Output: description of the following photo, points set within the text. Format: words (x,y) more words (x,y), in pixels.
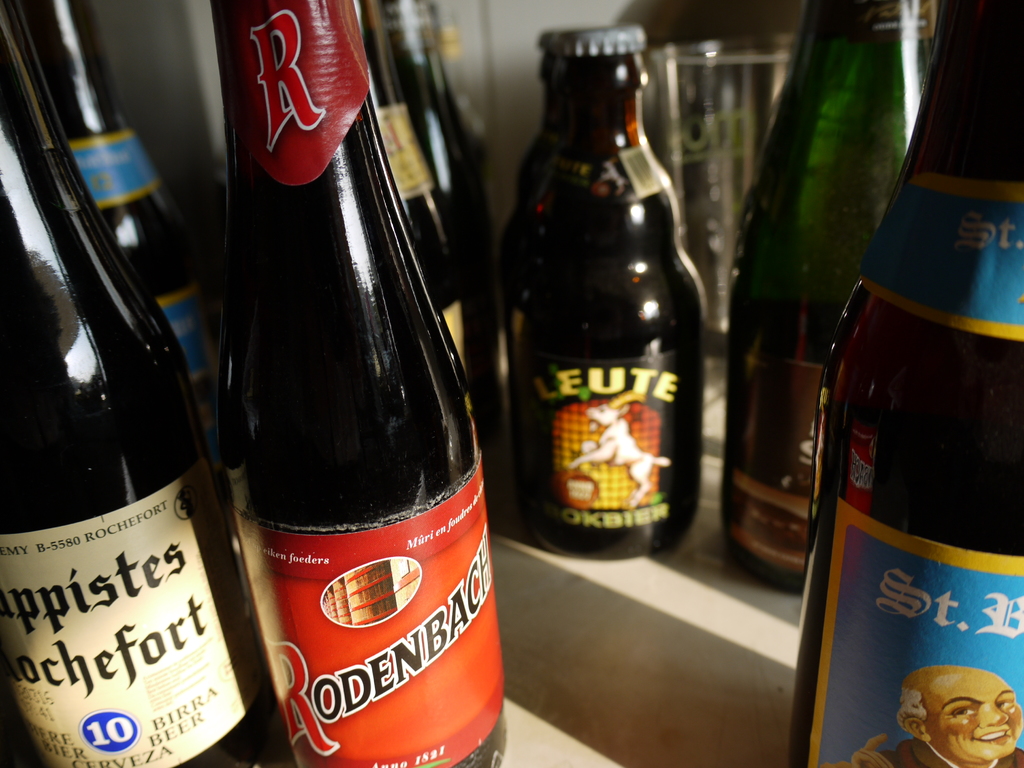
In this picture there are many bottles (354,503) on the table (543,584).
